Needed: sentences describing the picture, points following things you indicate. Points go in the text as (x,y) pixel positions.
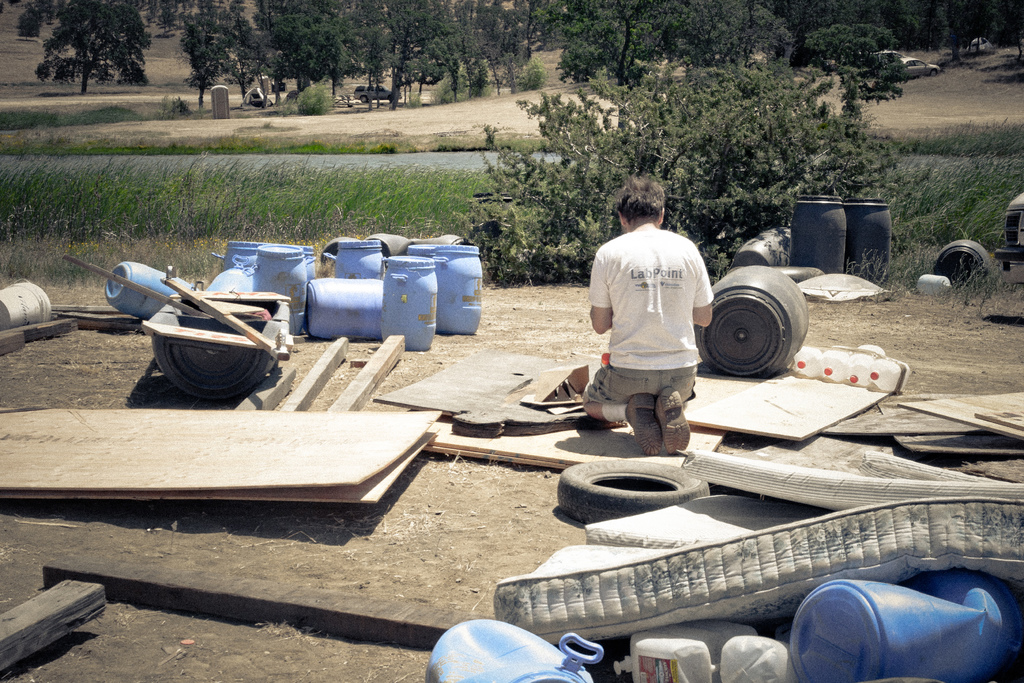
In this image a man (687,334) is there, he wore white color t-shirt (664,297), on the left side (279,264) there are plastic drums (428,305) in blue color, at the back side (523,198) there are trees (495,218).
